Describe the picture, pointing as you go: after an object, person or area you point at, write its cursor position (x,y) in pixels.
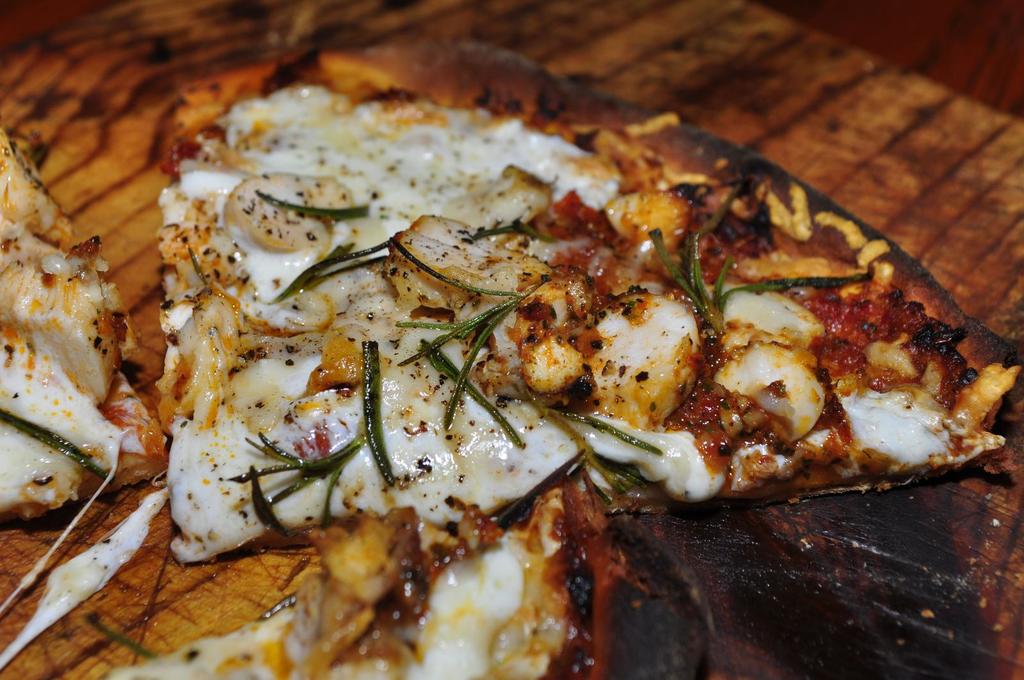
In this picture we can see pizza slices (306,378).
